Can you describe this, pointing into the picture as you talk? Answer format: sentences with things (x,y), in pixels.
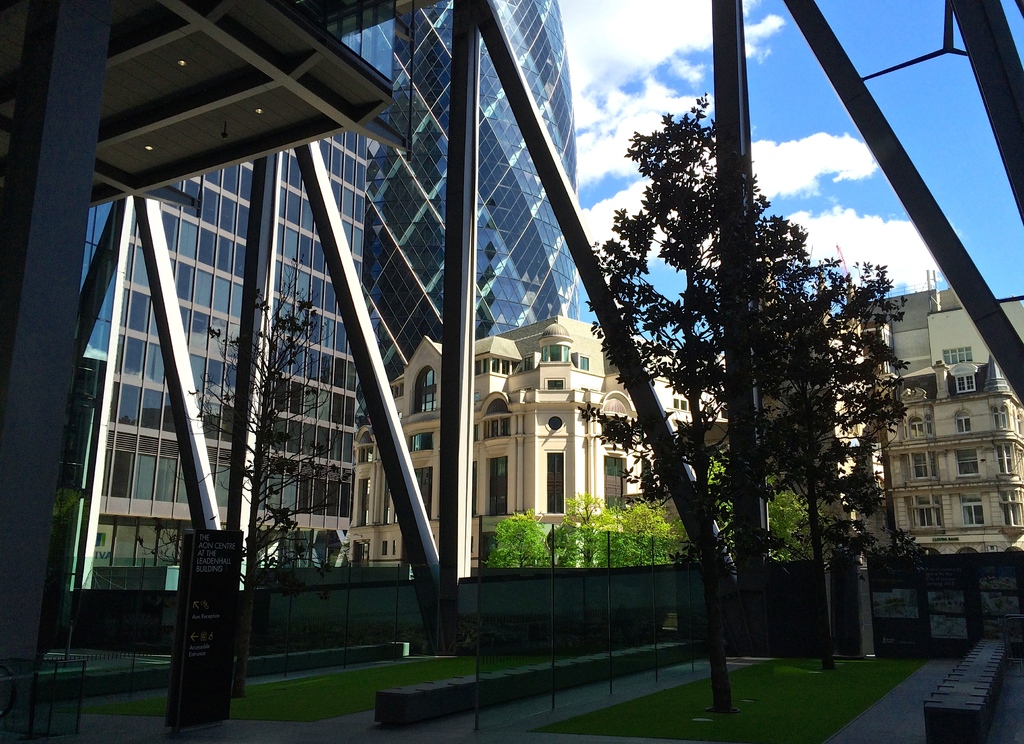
In this picture, we can see a few buildings (440,398) with windows (498,433), and we can see a glass building (443,107), we can see the ground (643,741) with some objects (452,412) like poles (475,658), posters (897,614), and we can see some trees (795,379), plants (793,546), grass (817,708) and the sky (854,190) with clouds (832,162).
